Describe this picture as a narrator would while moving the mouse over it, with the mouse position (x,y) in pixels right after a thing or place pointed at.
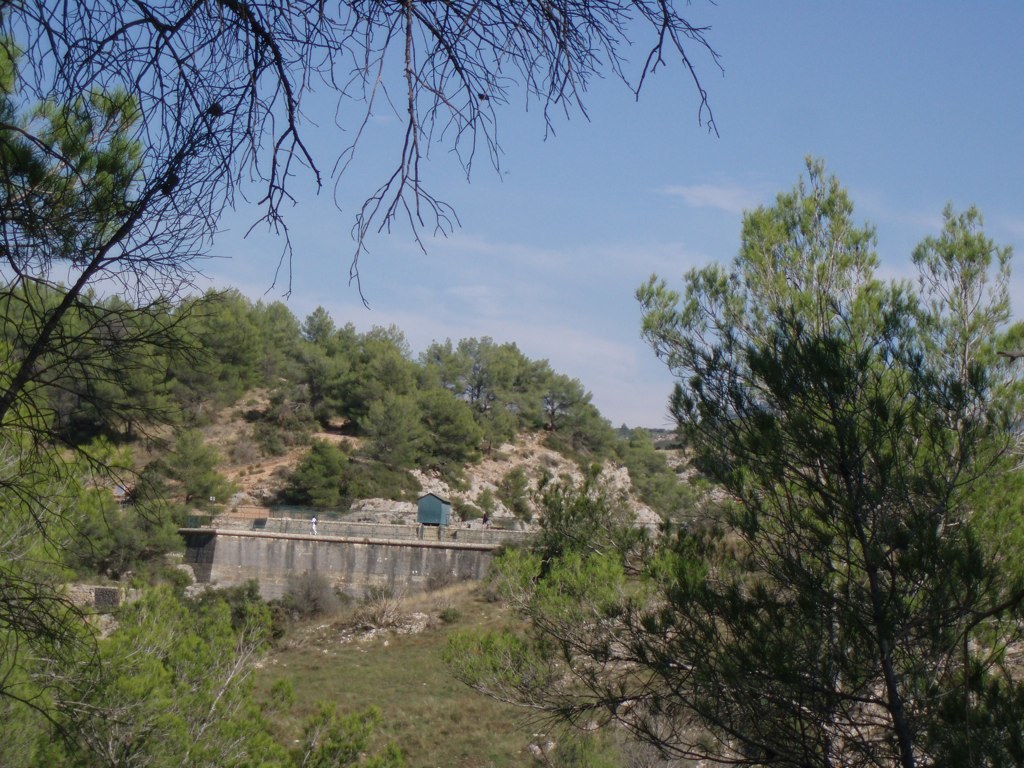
This is an outside view. In this image I can see many trees (233,673). In the middle of the image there is a wall (346,568). On the wall (375,557) a box (433,515) is placed and also I can see a person (317,522). At the top of the image (766,107) I can see the sky (524,163).
